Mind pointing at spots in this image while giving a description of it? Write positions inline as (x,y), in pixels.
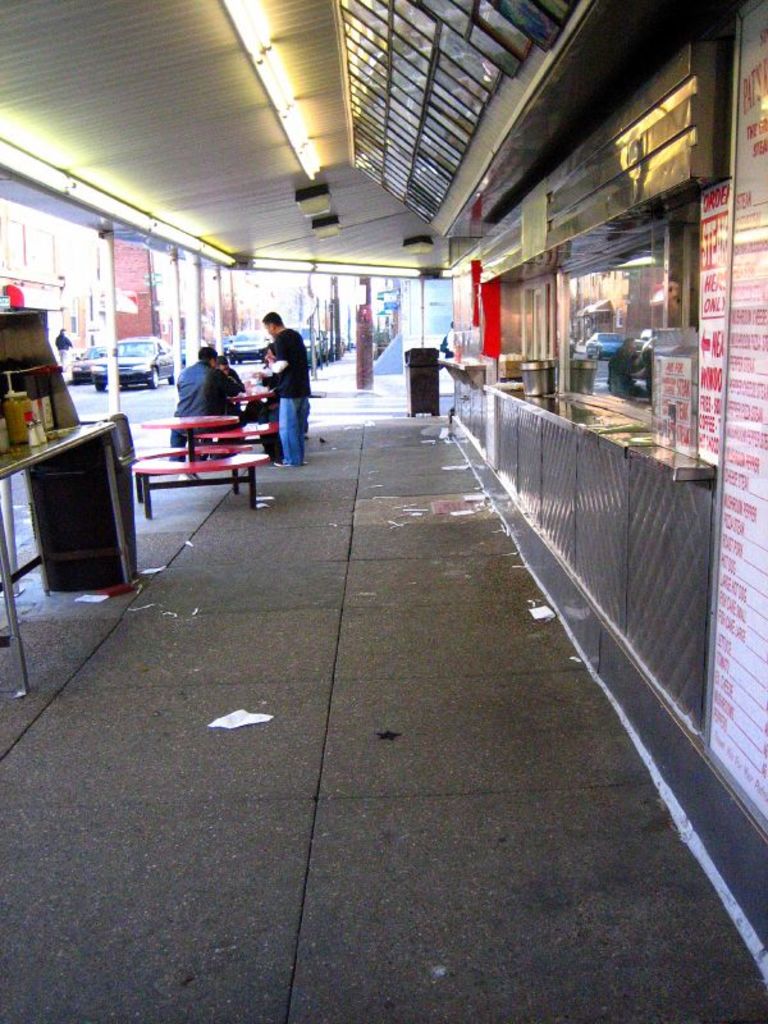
This picture is clicked outside the city. Here, we see people (274,406) sitting on the bench (252,458) and the man (293,406) in black t-shirt (296,351) and blue jeans (284,413) is standing beside them. Behind them, we see cars (168,357) moving on the road (85,406) and there are many buildings (19,249) in the background (412,337). On the right corner of the picture (707,406), we see a building (585,503) and it might be a hotel (554,476) and at the top of the picture (335,202), we see the ceiling (159,101) of that building (547,236).
